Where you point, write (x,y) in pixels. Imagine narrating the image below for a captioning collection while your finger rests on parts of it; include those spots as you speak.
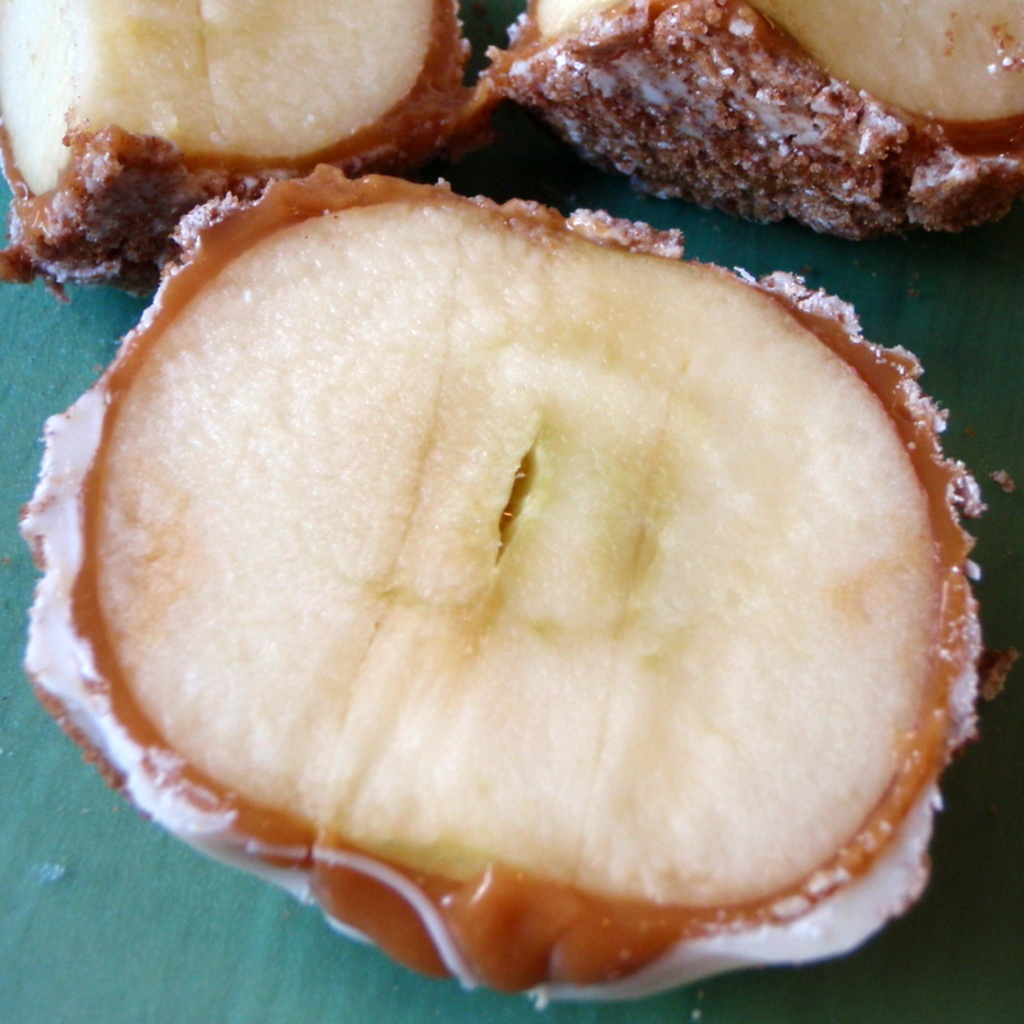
In this picture we can observe some food (743,398) placed on the green color surface (39,347). The food (54,263) is in brown and cream color.
